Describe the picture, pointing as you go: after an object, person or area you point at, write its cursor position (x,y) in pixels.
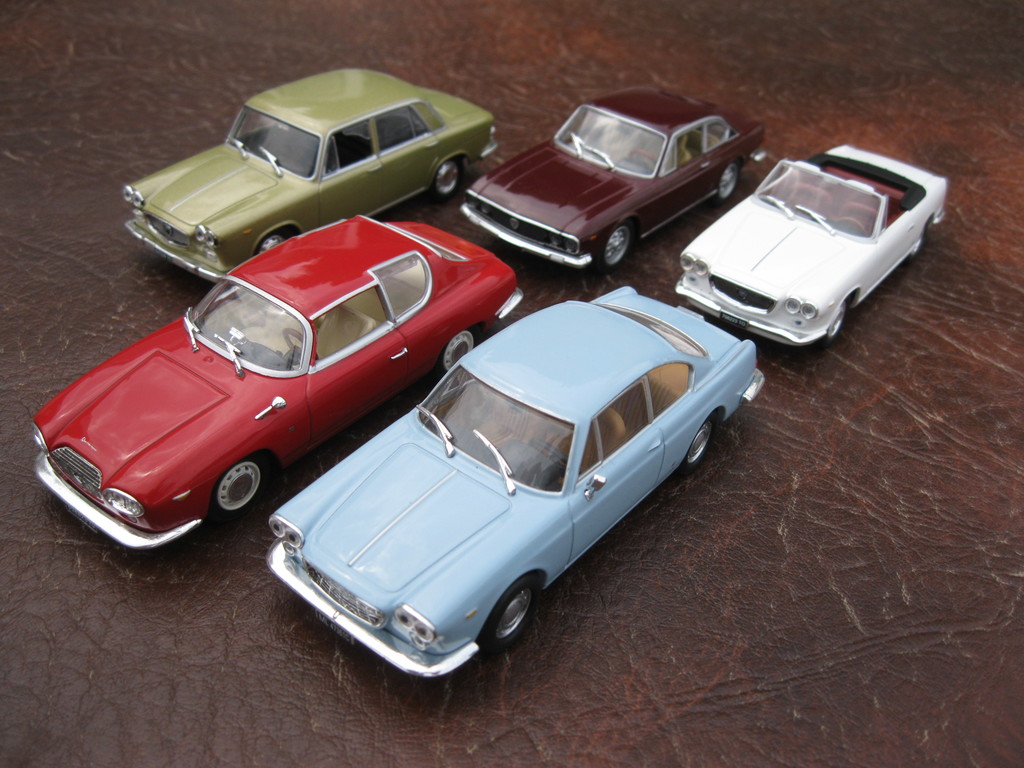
In this image, we can see five cars (310,87) on the ground (721,723).
